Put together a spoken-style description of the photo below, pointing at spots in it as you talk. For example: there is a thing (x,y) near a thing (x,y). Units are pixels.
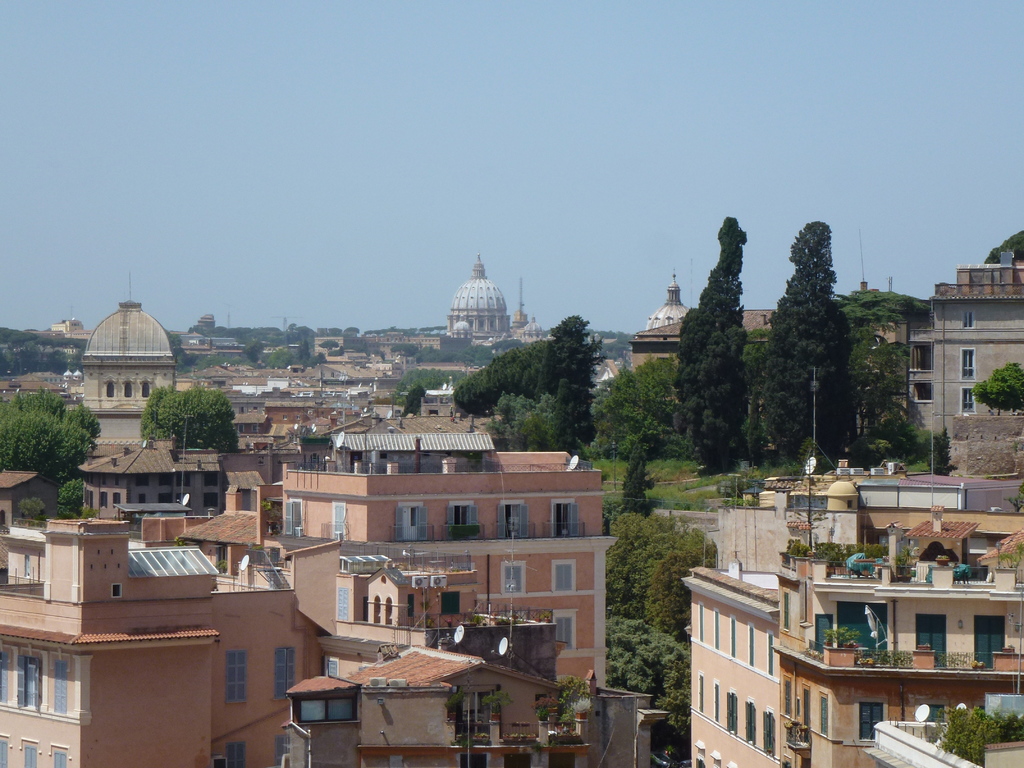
In this image, we can see some trees (595,347) and buildings (187,559). There is a sky (461,195) at the top of the image (462,108).
